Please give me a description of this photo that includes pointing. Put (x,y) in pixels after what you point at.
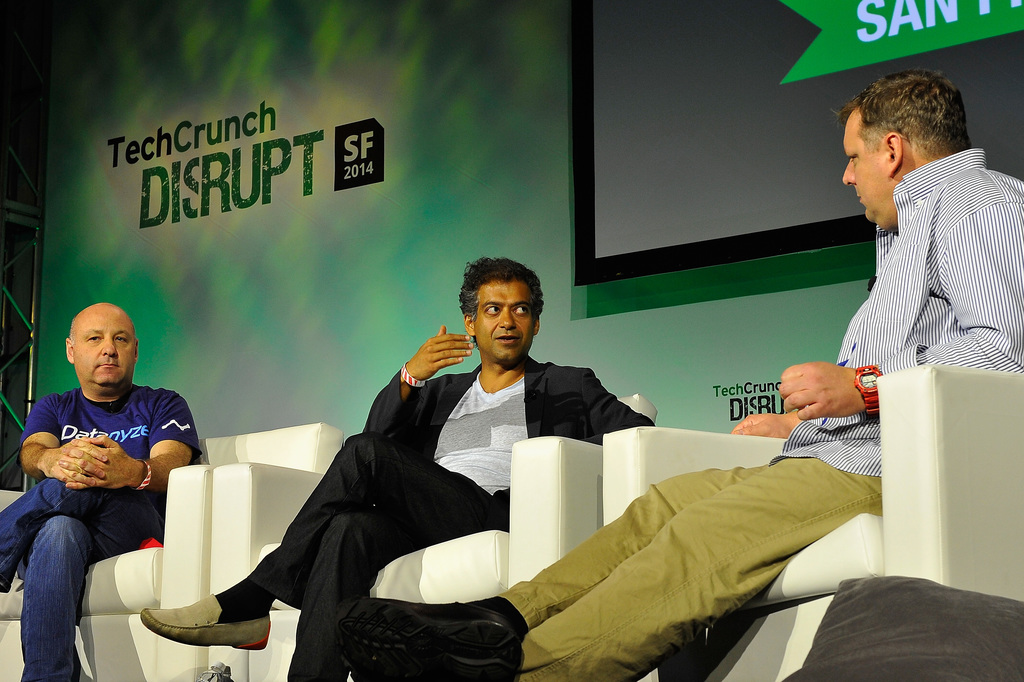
In this image we can see three men (177,405) sitting on the chairs (246,463). We can also see a metal frame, a banner (251,262) with some text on it and a display screen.
